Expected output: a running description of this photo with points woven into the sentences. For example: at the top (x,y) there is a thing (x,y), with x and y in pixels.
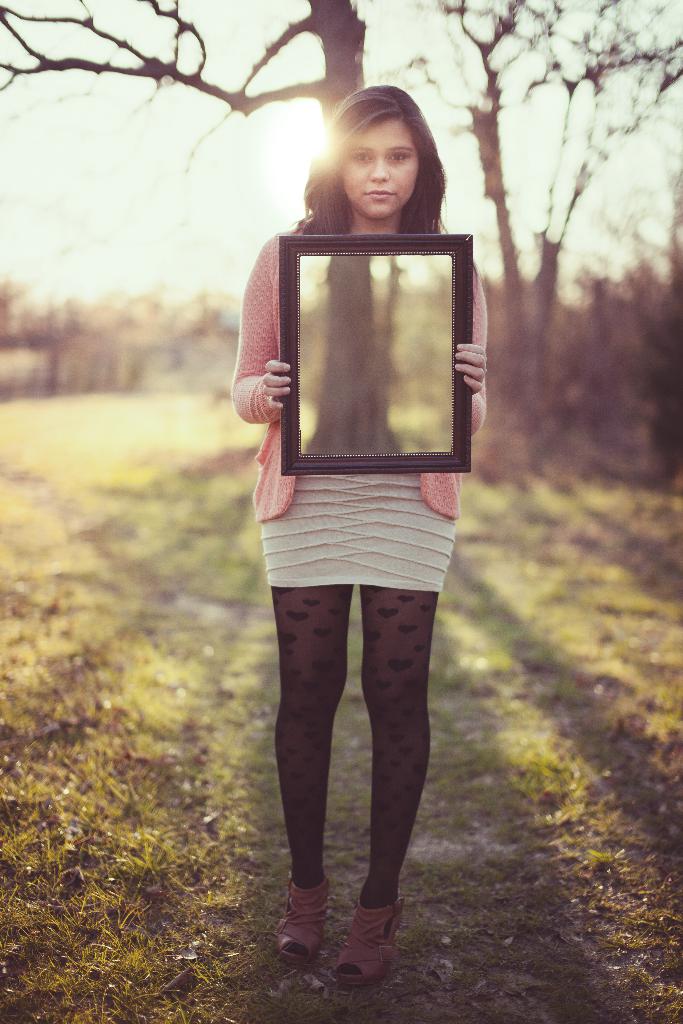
Background (563,227) portion of the picture is blur and we can see a bare tree (571,202). We can see a woman (412,212) standing and holding an object (301,351) in her hand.
